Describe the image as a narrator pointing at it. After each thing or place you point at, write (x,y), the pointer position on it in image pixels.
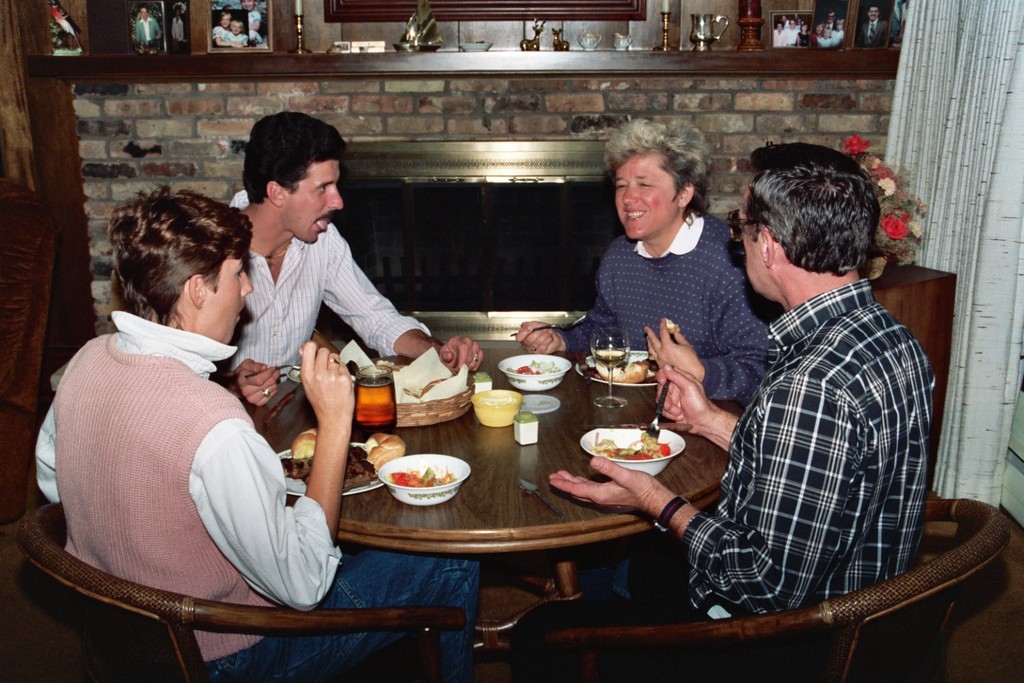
These persons (534,345) are sitting on chairs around this table (541,515), on this table (528,462) there are bowls (432,493), basket (433,411), glass (369,403), plates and food (384,438). This person (613,289) is smiling and holding a fork (544,327). Background (240,47) there is a shelf (67,74) with pictures (213,34), cup (704,35) and toys (561,46). On this table (895,271) there is a bouquet (875,237). This is curtain (958,169).
